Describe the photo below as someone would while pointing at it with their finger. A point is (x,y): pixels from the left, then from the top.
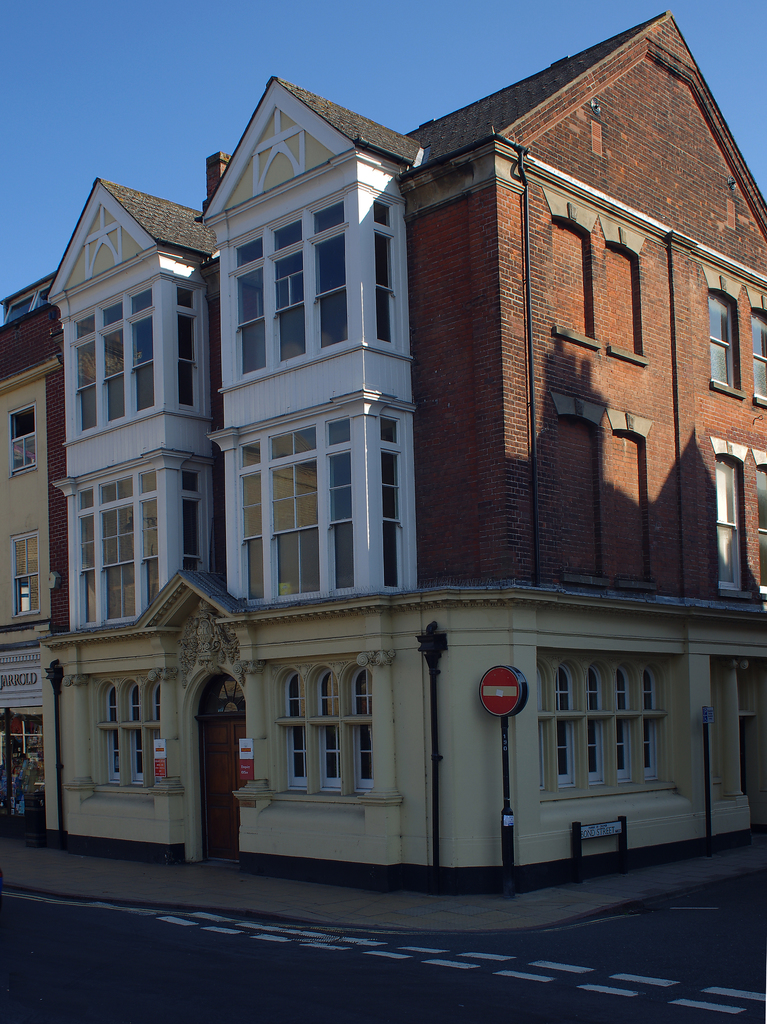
In this picture we can see a clear blue sky (389,60) and it seems like a sunny day. This picture is mainly highlighted with a building (319,383) and on the left side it seems like a store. There are windows (116,766) and a door (209,778). We can see a sign board pole (510,674). At the bottom portion of the picture (70,1000) we can see the road (524,975).
